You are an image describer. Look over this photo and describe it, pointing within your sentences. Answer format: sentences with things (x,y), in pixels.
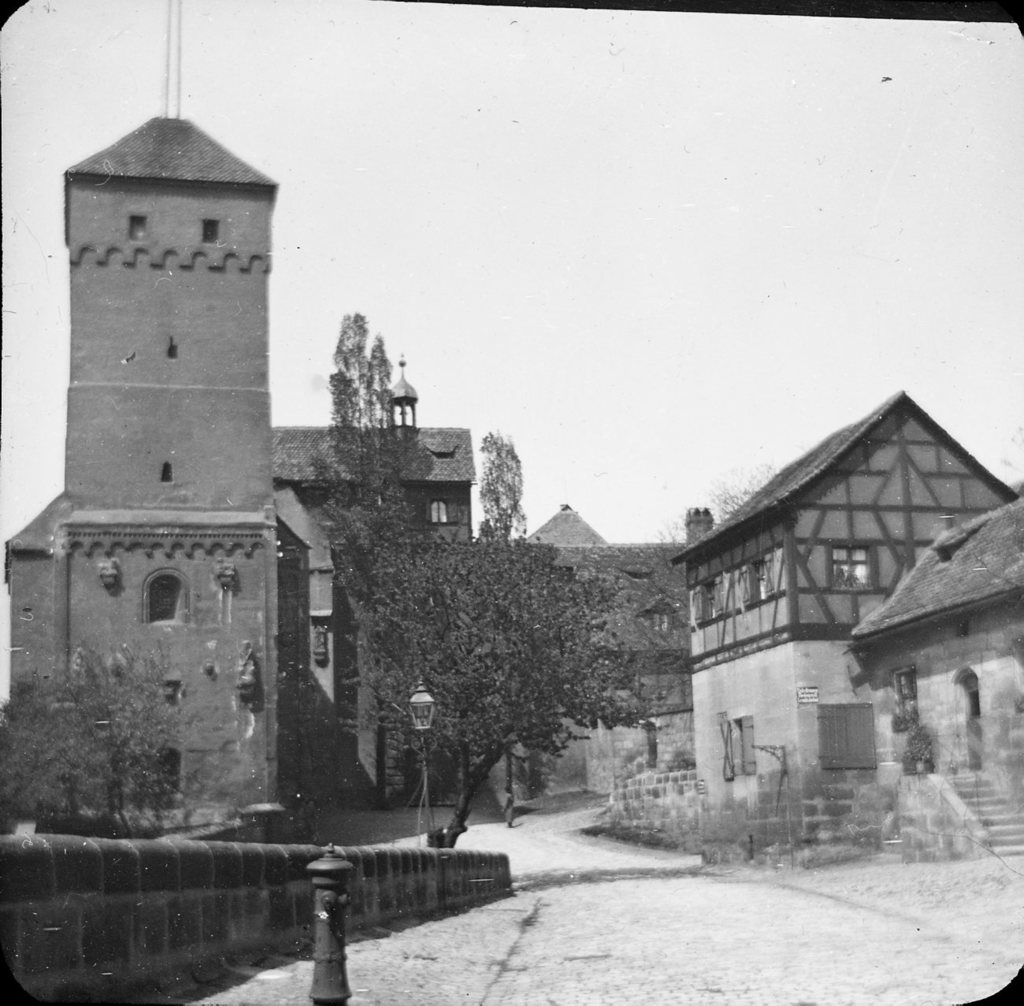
In this black and white picture there is a pole (344,863). Behind there is a road (485,842). Left side (137,913) there is a wall (231,902). Behind there is a street light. Background (392,743) there are trees (522,691) and buildings (330,729). Top of the image (579,258) there is sky (579,258).
